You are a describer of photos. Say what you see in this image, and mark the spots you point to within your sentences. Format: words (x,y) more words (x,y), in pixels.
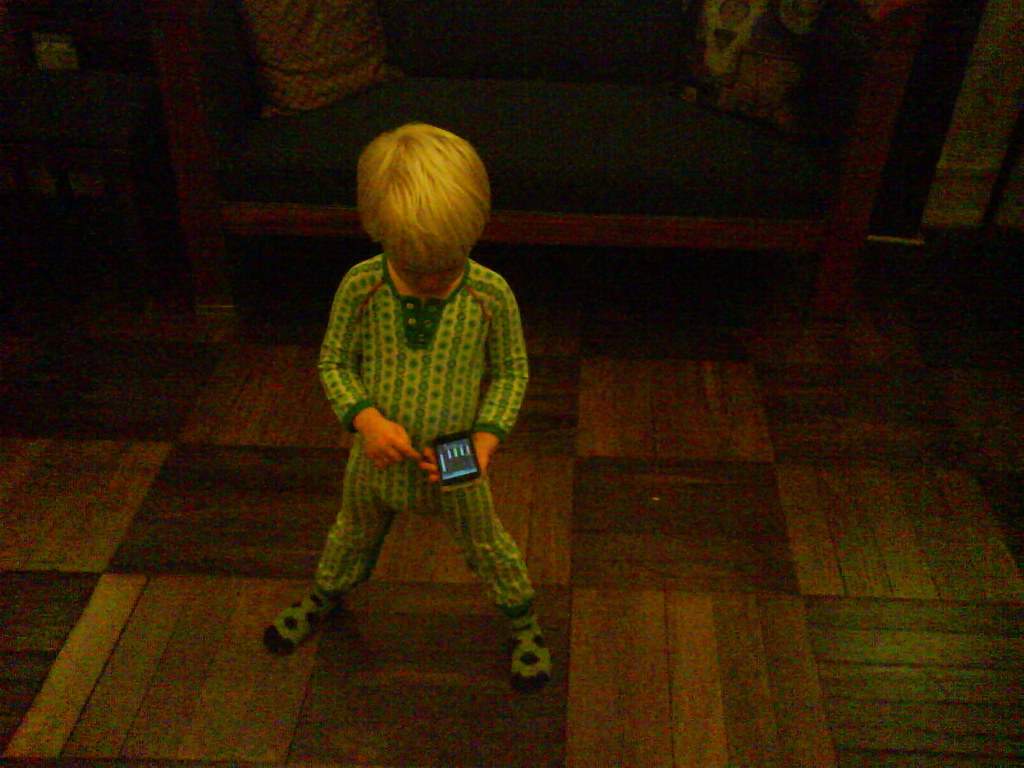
In the middle of the image (472,312), there is a child (472,260) in green color dress (474,296), holding a mobile (478,472) with one hand (487,442) and standing on a floor (488,615). And the background (955,25) is dark in color.
